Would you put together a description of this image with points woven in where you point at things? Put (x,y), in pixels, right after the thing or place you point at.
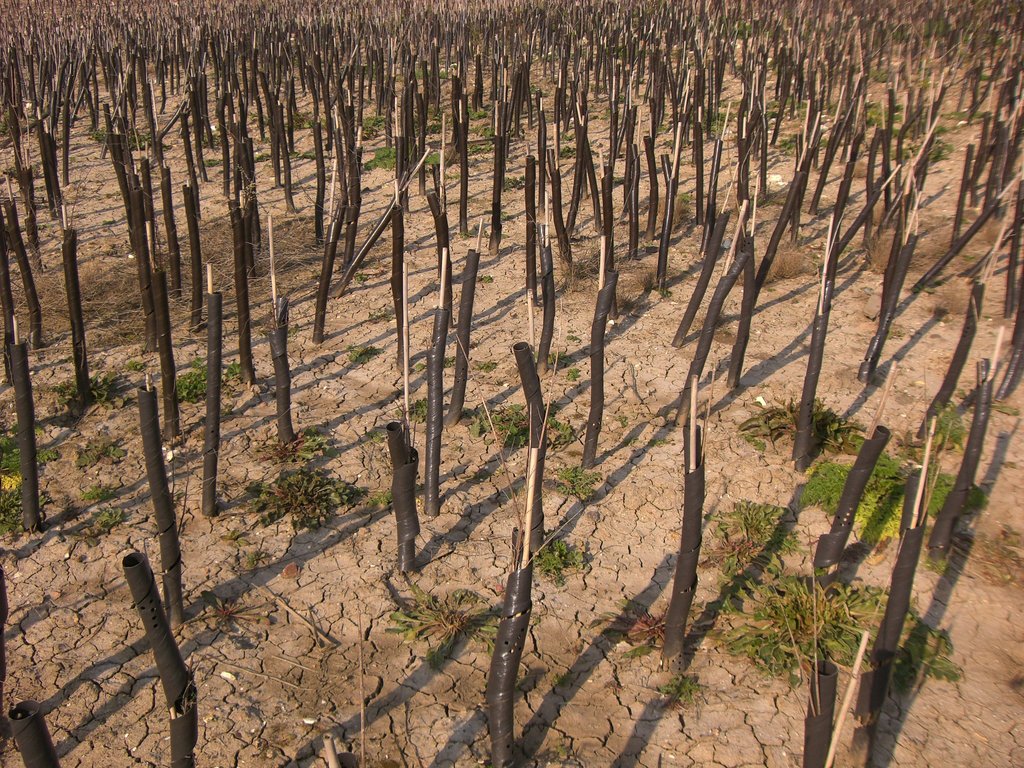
In this image we can see field (455,178) covered with stems (238,142).
